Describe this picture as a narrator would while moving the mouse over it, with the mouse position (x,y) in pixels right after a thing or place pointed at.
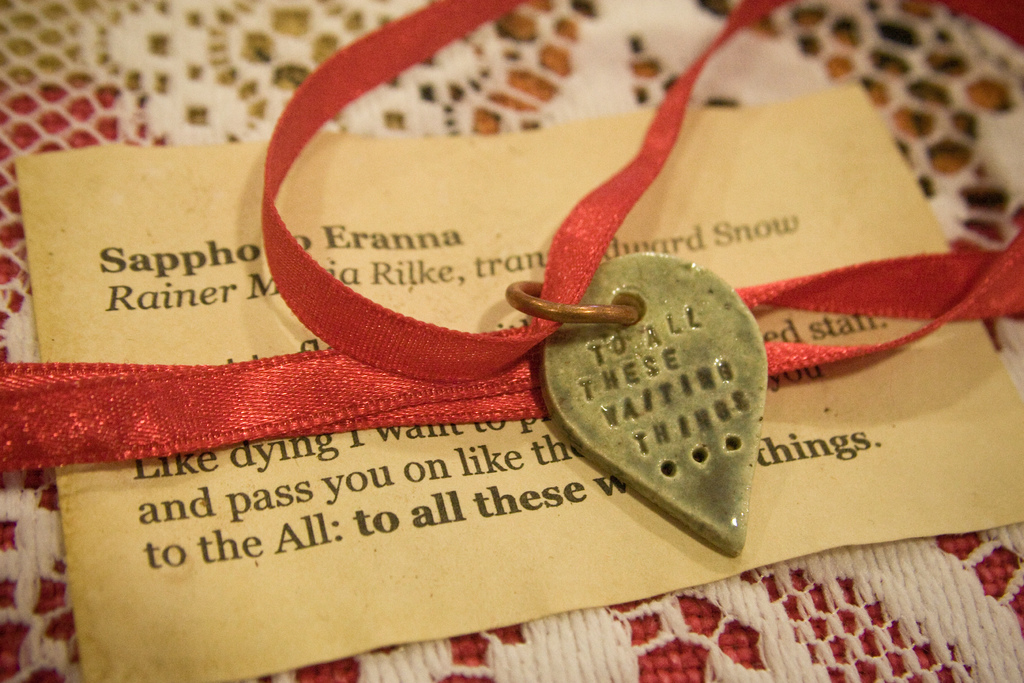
In this image, we can see red ribbon (388,385) with locket (670,342) is placed on the paper (488,442). Here we can see some text (455,516). This paper (472,314) is on the net cloth (985,610).
